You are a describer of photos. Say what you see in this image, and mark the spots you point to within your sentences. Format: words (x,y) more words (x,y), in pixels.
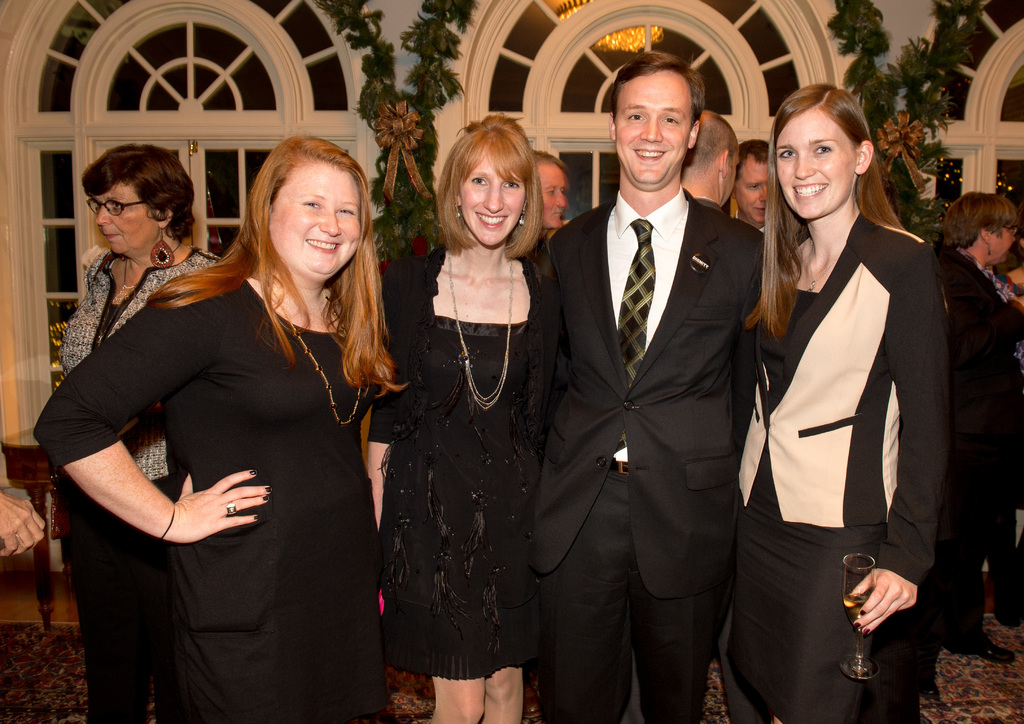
In this image we can see these people (591,459) wearing black dresses (765,465) are standing and smiling. In the background (982,207), we can see a few more people (117,221), we can see glass windows (1008,49) and the table (29,447) here.
